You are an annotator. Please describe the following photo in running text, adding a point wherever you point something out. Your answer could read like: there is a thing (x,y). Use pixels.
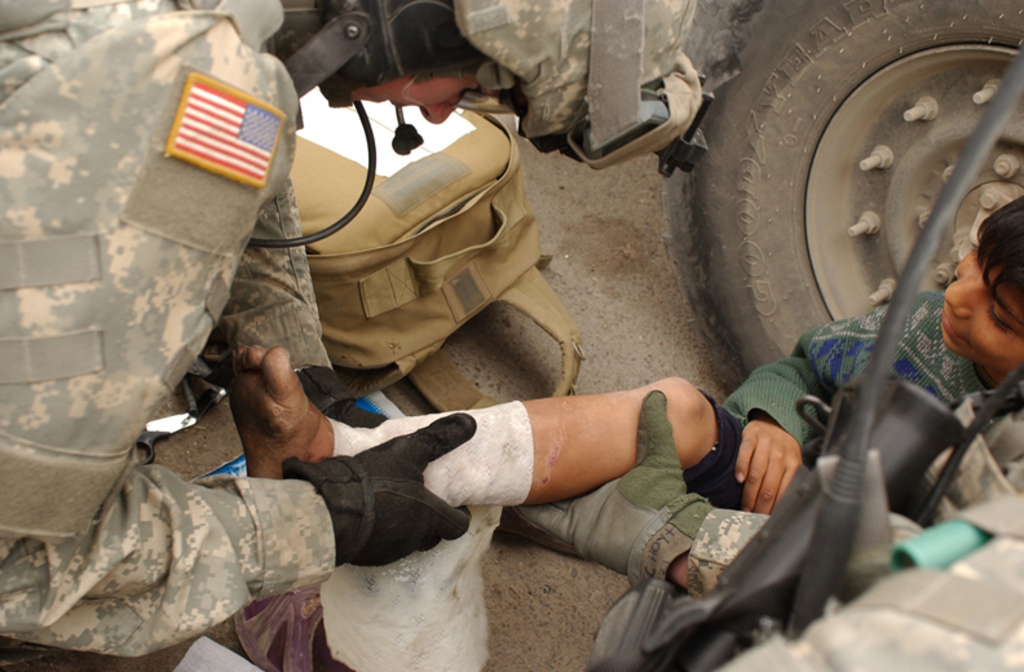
Two persons (271,358) are sitting on a floor (643,247). On the left side (325,396) we have a person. He is holding a leg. He is wearing a gloves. On the right side (693,391) we have a another person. He is also holding a leg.
